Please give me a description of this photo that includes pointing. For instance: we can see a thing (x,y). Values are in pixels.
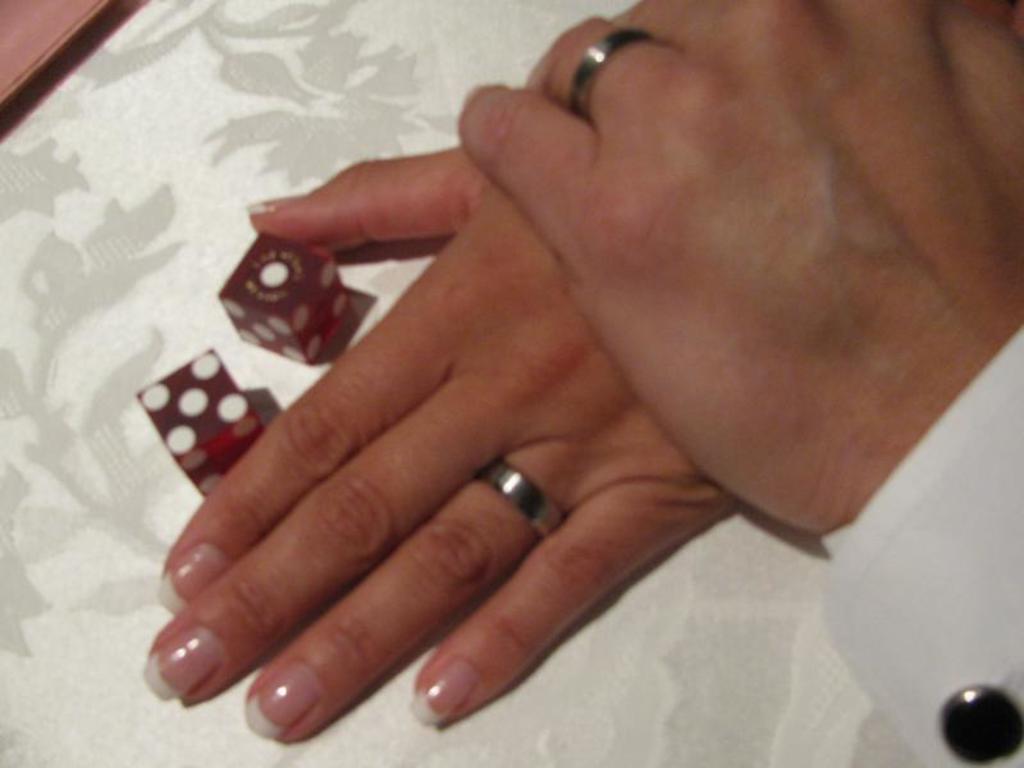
In this image we can see some person's hand (676,323) and we can see dice (193,390) which is in red color which is on surface (185,167).
